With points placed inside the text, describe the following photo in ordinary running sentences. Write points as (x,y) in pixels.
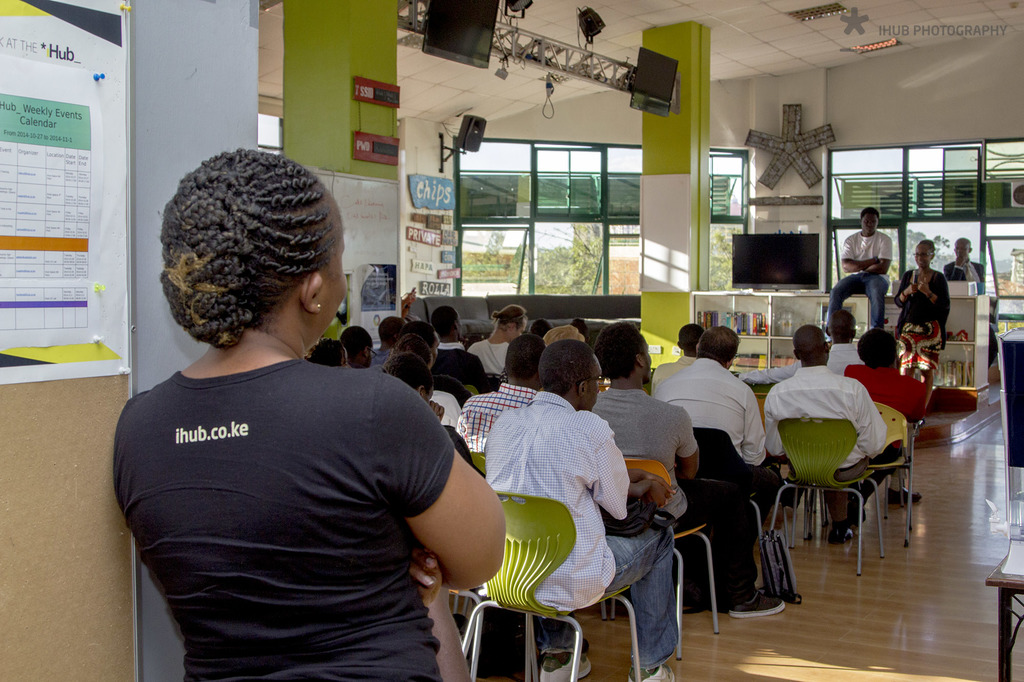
There is a woman (272,476) in black t shirt (284,460) is standing. Near to her a notice board (101,397). There are many people (550,388) sitting on chairs (821,458). There are pillars (382,169), speakers (462,151) in this room (500,137). There are cupboards (767,333) and some items (724,323) are kept on the cupboard (768,352).
